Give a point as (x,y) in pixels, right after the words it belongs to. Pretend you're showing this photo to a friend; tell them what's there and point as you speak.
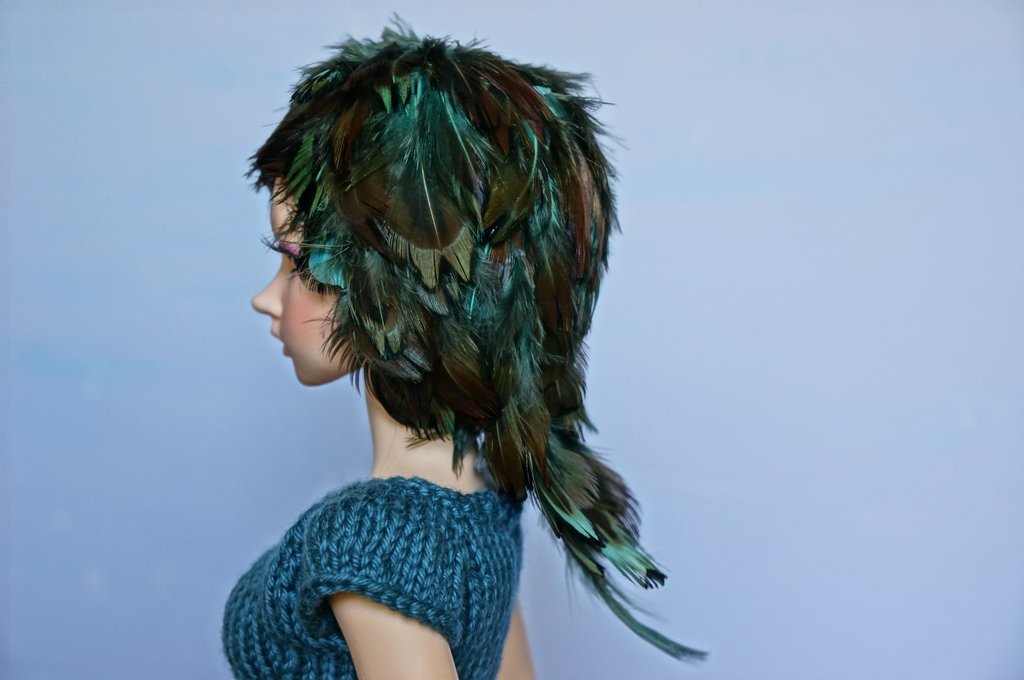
In the foreground of this image (330,330), there is a mannequin (370,365) with feather wig (449,265) and in a blue dress (400,554). There is a blue background (160,343).
